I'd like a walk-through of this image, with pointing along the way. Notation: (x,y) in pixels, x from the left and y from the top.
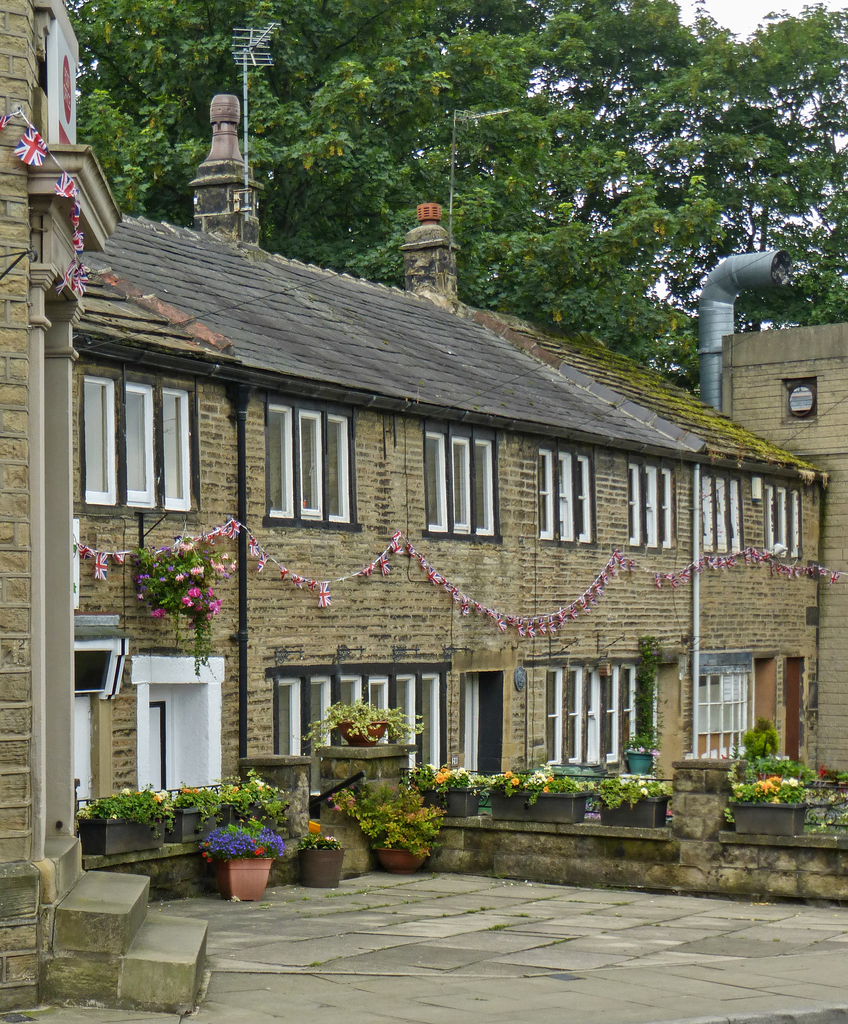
In this image I can see a building (447,339), in front of building (524,494) there are flower pots (131,817) and plants (138,802) kept in pots (197,821) visible and there is the wall (23,733) and steps (97,902) visible on the left side (3,771) at the top (271,82) there are trees (691,94) visible and a pipe (723,332) visible on the right side (784,276).
